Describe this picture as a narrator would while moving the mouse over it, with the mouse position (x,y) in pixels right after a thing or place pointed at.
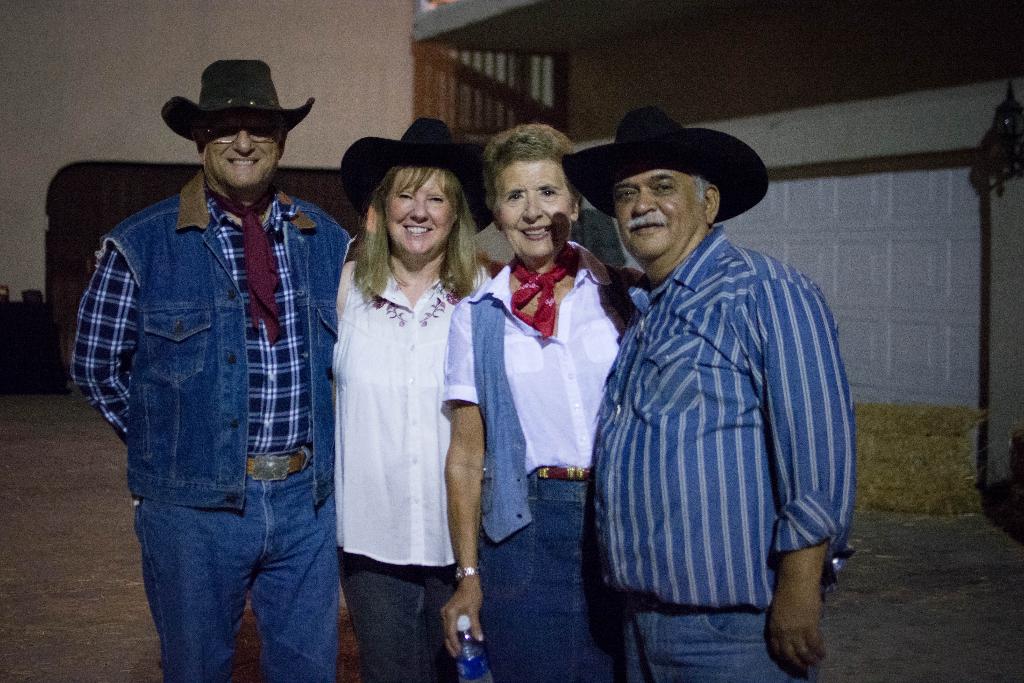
In this image few persons (519,208) are standing on the floor (43,584). Behind them there is a wall (996,305). A woman (363,405) wearing a white top (400,350) is wearing a cap (463,164). Man (723,359) wearing a blue shirt (746,353) is wearing a cap (694,143). Person (171,361) at the left side of image (213,457) is wearing scarf (276,304), jacket (155,246), hat (180,113) and spectacles (264,138). A woman (473,441) is holding a bottle (477,665).
